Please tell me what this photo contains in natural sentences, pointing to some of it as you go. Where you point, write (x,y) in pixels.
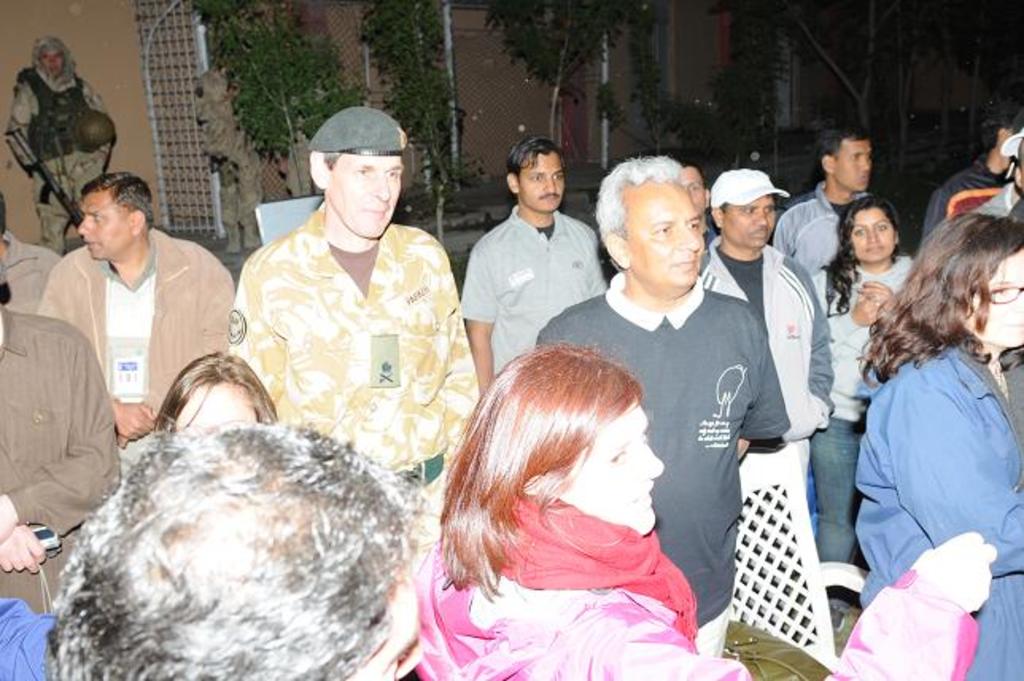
There are many people (514,400). Some are wearing caps (726,183). Also there is a chair (793,581). On the chair (774,576) there is a bag (779,651). In the back (473,50) there are trees (538,21) and a building (44,31). On the left side (47,111) there is a person (40,107) holding helmet (78,131) and something in the hand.
